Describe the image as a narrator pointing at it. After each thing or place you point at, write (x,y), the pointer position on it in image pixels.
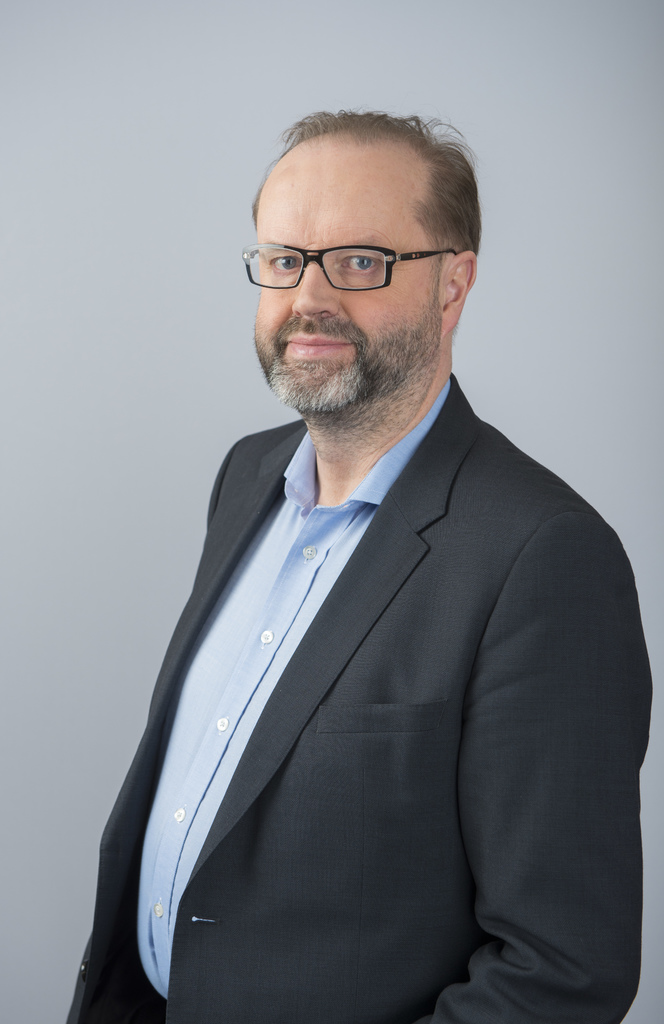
In the center of the image (288,671) we can see a person (266,715) is standing and he is in a different costume (367,671). And we can see he is wearing glasses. And we can see the grey colored background.
